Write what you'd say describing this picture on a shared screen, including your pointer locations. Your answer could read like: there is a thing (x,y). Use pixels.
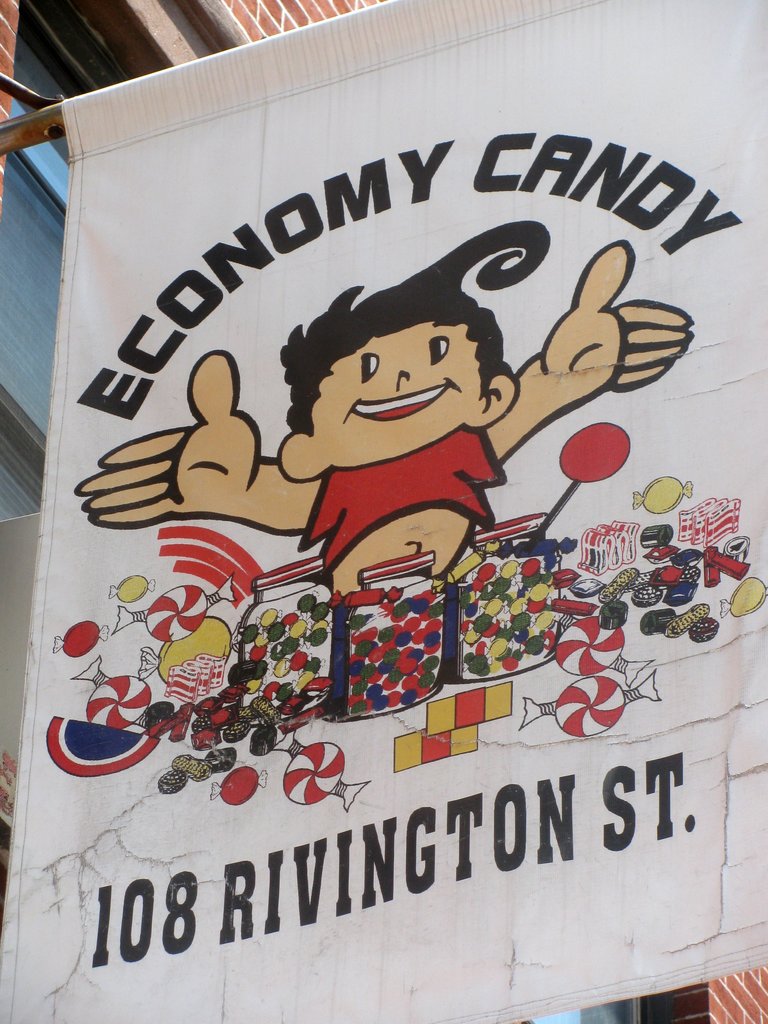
In this image we can see a banner (540,520). There is a building (176,29). We can see an animated person (453,436), many objects (439,703) and some text (271,873) printed on the banner (252,45). There are few windows (53,53) in the image.
